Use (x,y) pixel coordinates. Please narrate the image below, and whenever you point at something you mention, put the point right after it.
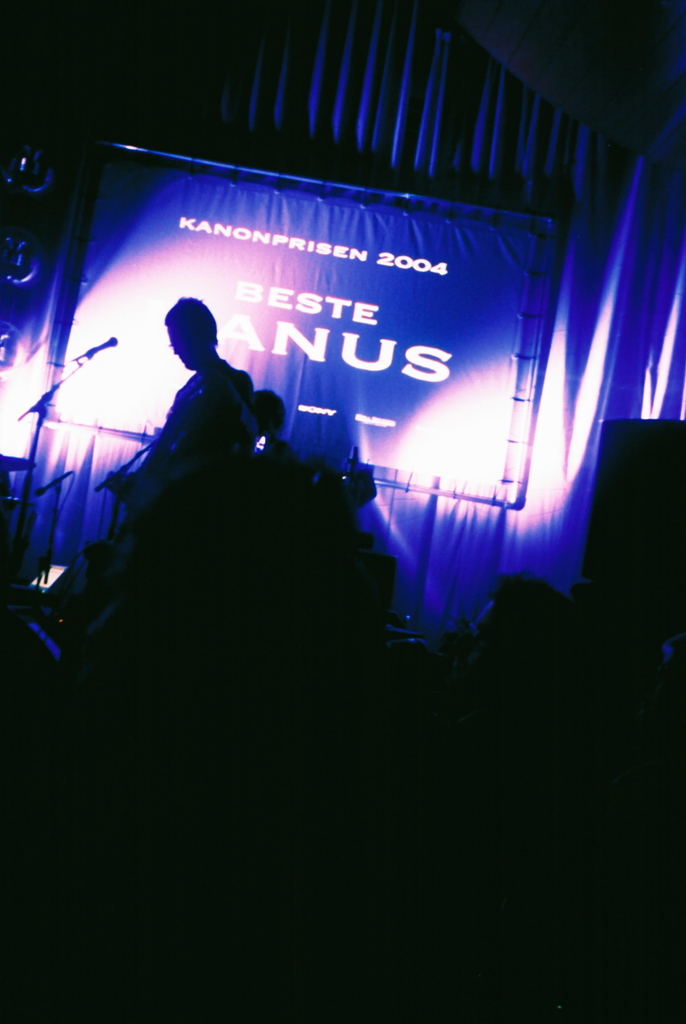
In this image there is a person (226,379) playing a musical instrument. In front there is a microphone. And at the back (385,277) there is a banner (292,296) and a cloth (464,593). And at the side, it looks like a speaker (636,553).
